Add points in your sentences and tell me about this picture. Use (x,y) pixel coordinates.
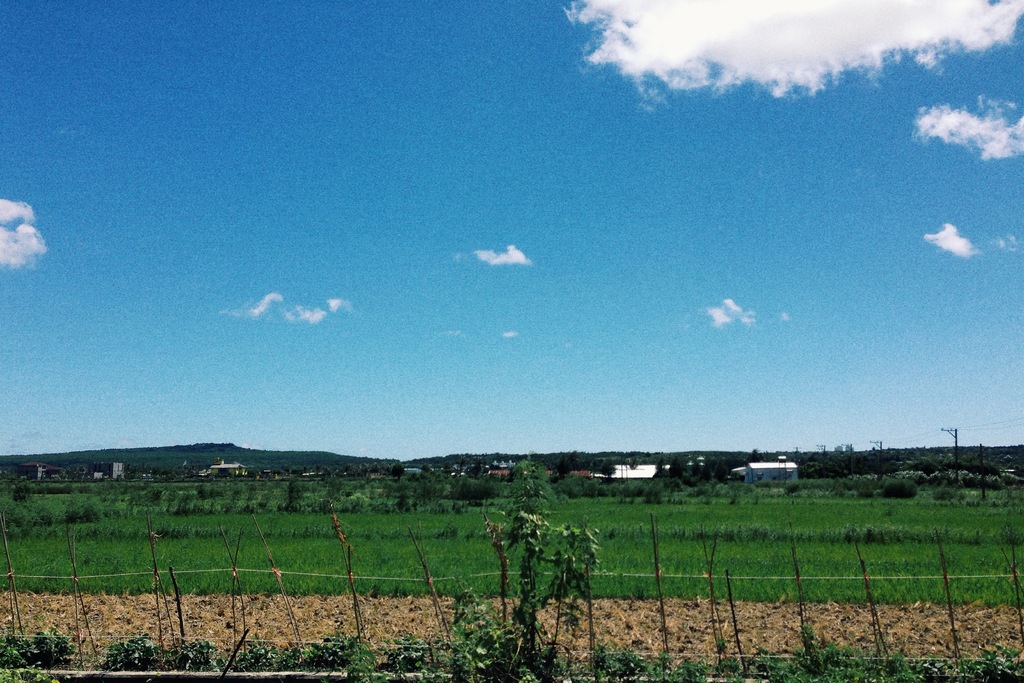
This is the grass (873,531). I can see the trees (264,468). This looks like a fence (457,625). In the background (230,473), I think these are the houses (786,479). I can see the current poles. These are the clouds (738,13) in the sky (356,226).
